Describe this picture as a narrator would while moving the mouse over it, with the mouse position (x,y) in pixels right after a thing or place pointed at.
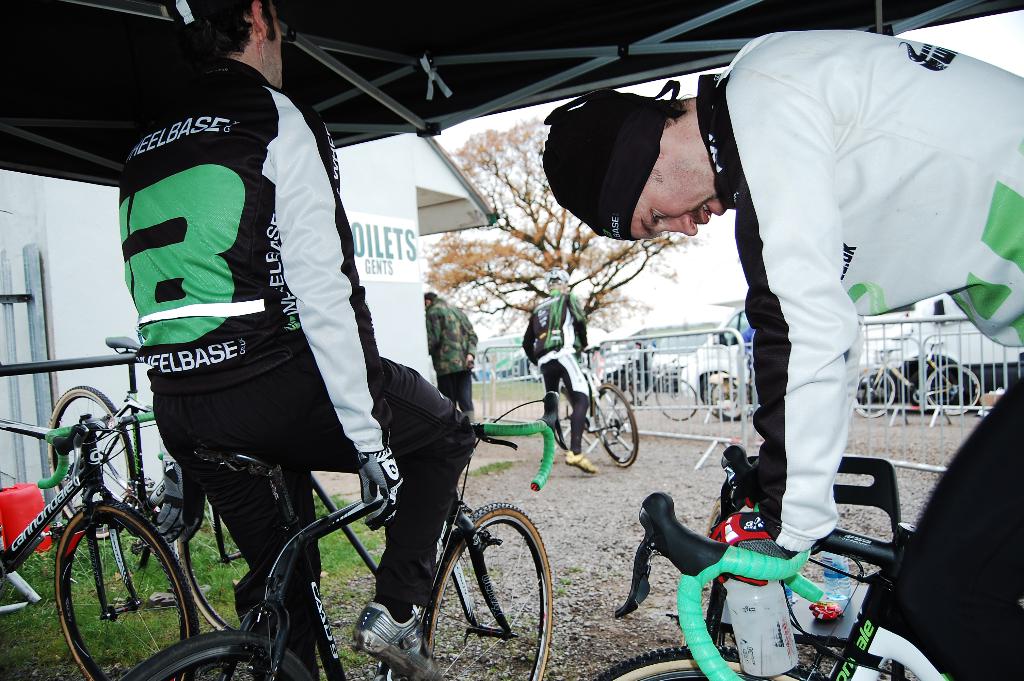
In the image we can see there are people (228,403) who are sitting on bicycle (526,429) and a person (554,309) is holding a bicycle (606,411) and there are trees (573,272).
